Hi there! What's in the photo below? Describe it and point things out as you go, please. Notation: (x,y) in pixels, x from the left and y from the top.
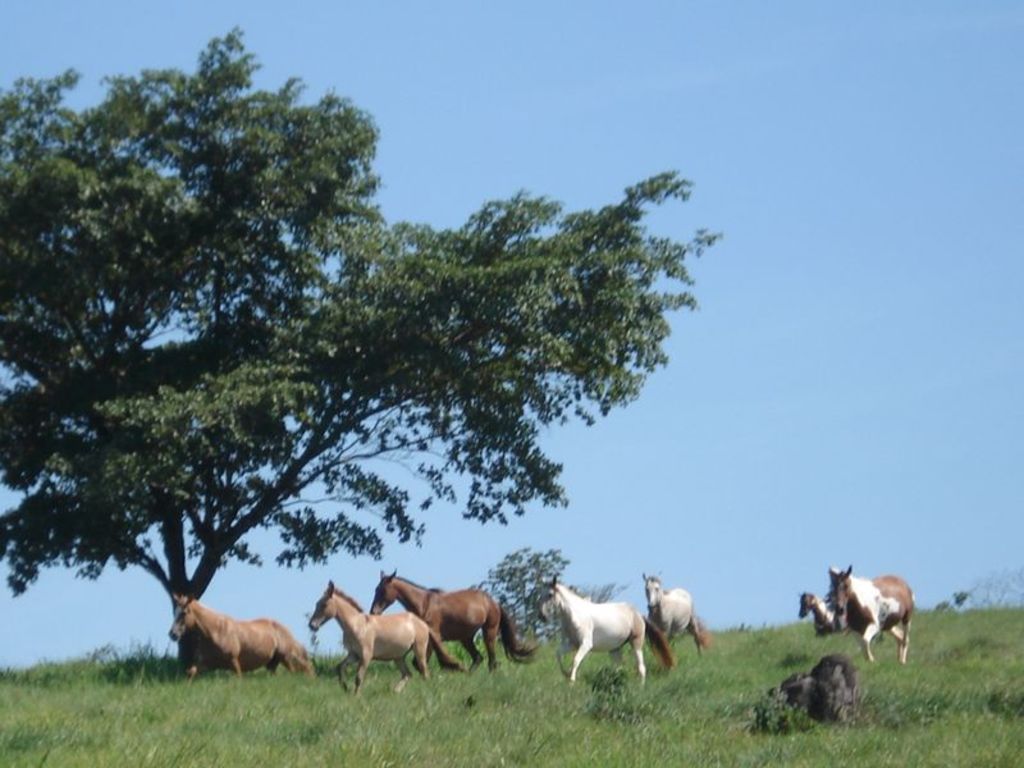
In the foreground of this image (501,641), there are horses (650,629) running on the grass (367,709). In the background (286,369), there is a tree (305,337) on the left (292,240) and the sky (627,38) on the top (618,31).
